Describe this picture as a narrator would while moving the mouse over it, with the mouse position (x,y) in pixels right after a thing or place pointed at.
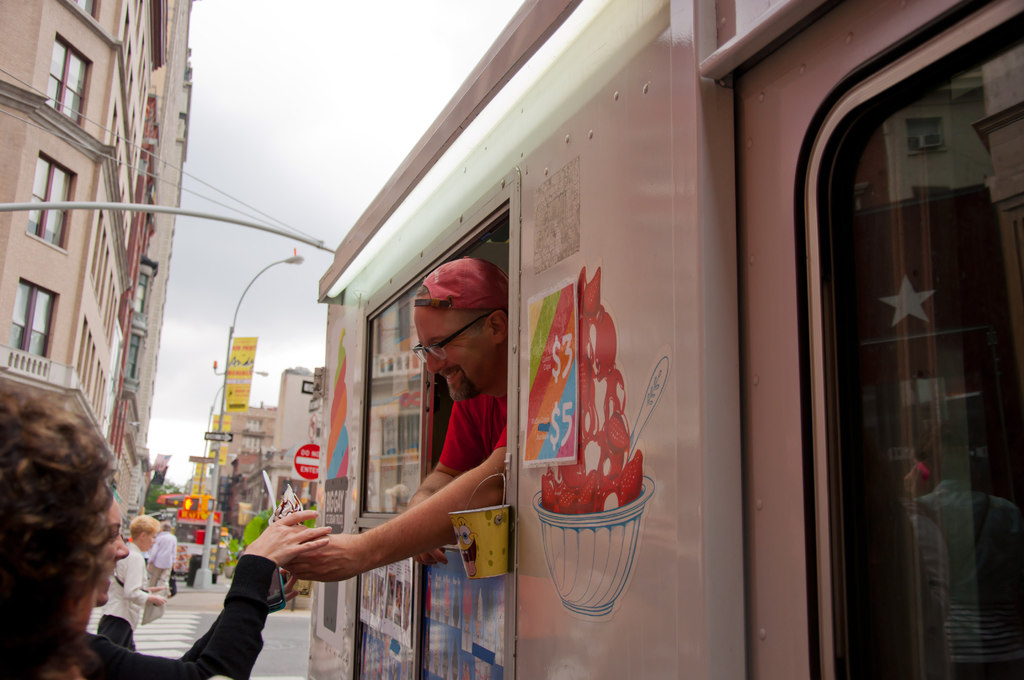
This picture is clicked outside the city. In front of the picture, the man (485,462) in red T-shirt (485,450) is in the white vehicle (419,460). He is smiling and trying to give something to the woman (249,617) who is wearing a black T-shirt (222,650). She is also smiling. Beside her, we see people (138,551) walking on the road (267,620). Beside them, we see street lights (212,469) and yellow color boards (224,429) with some text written on it. There are buildings (245,429) in the background (245,443). At the top of the picture (322,62), we see the sky (190,312).
